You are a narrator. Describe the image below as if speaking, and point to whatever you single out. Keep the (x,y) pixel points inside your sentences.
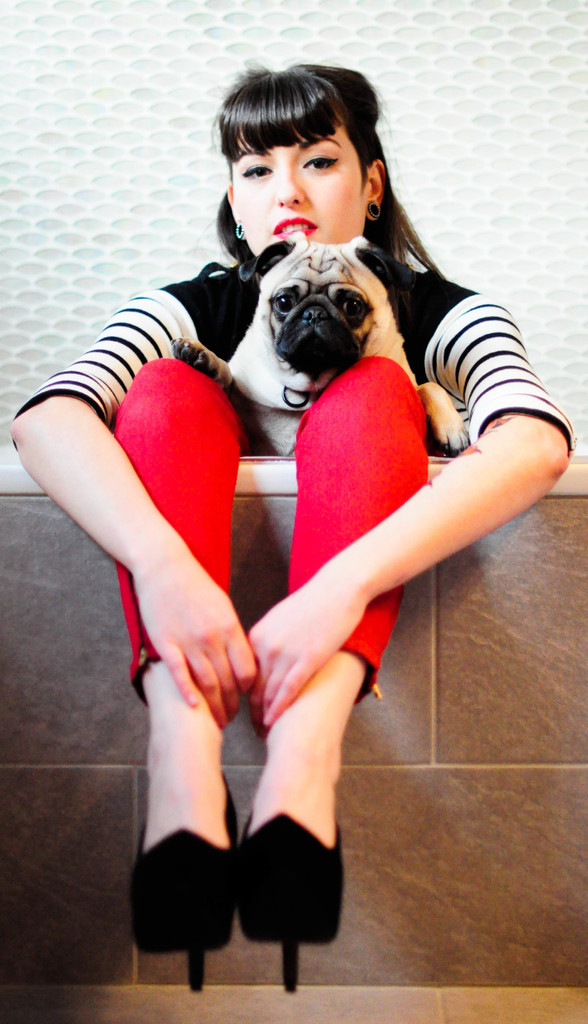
In this image, There is a brown color wall (488,711), In the middle (306,633) there is a woman (421,466) sitting and there is a dog (234,376) which is in white color sitting, In the background (544,262) there is a white color wall (268,57).
